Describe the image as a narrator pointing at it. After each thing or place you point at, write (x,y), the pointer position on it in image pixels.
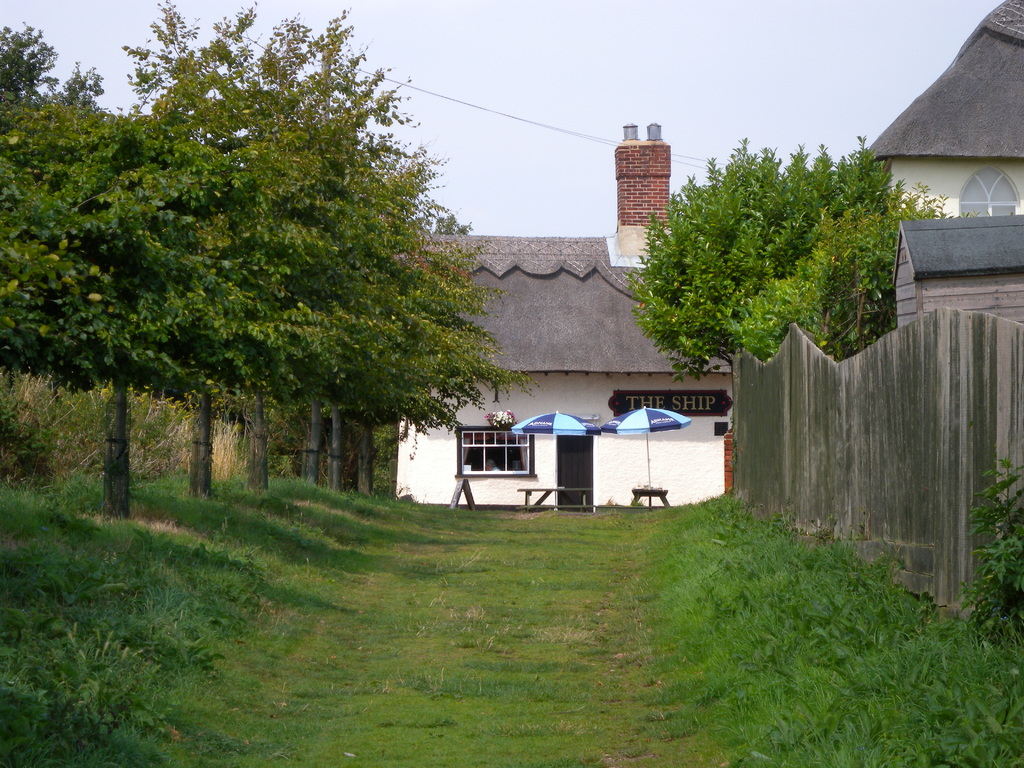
In this picture we can observe some grass (295,586) and plants (694,647) on the ground (385,599). We can observe a wooden wall (845,418) on the right side (868,411). There are some houses (627,280). We can observe some trees (291,242). In the background (593,99) there is a sky (578,104).
